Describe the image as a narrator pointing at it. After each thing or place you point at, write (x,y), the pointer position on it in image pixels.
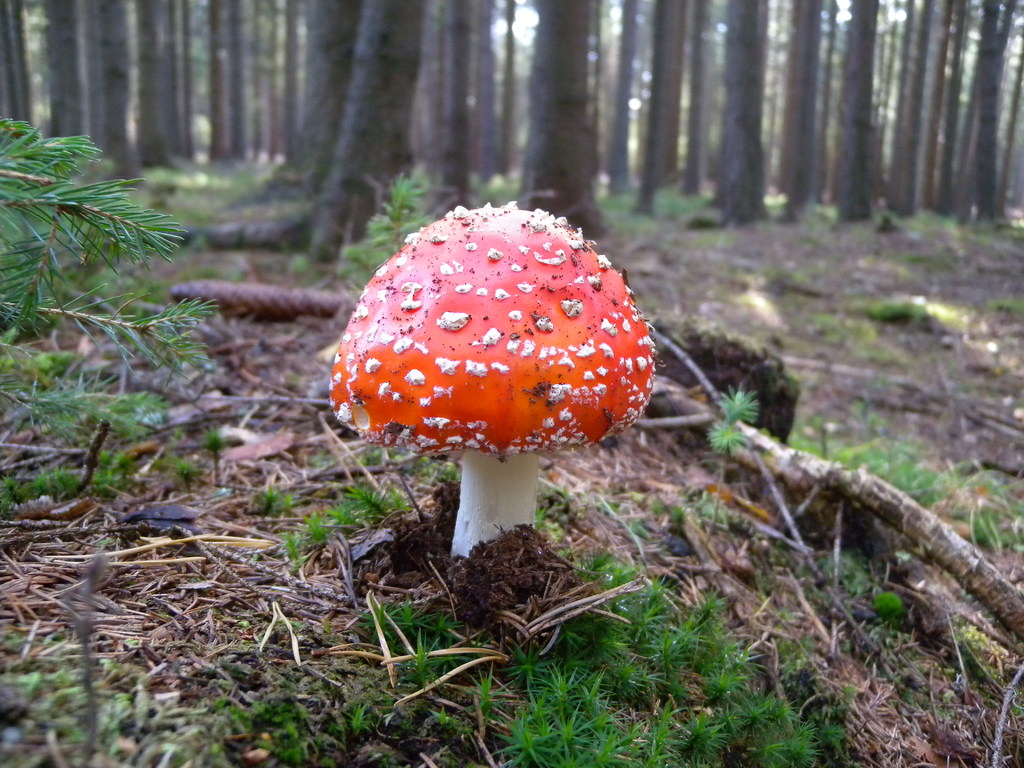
There is a red and white color mushroom (529,369). On the ground (309,470) there is grass (532,717). In the background (813,63) there are trees (440,98).
